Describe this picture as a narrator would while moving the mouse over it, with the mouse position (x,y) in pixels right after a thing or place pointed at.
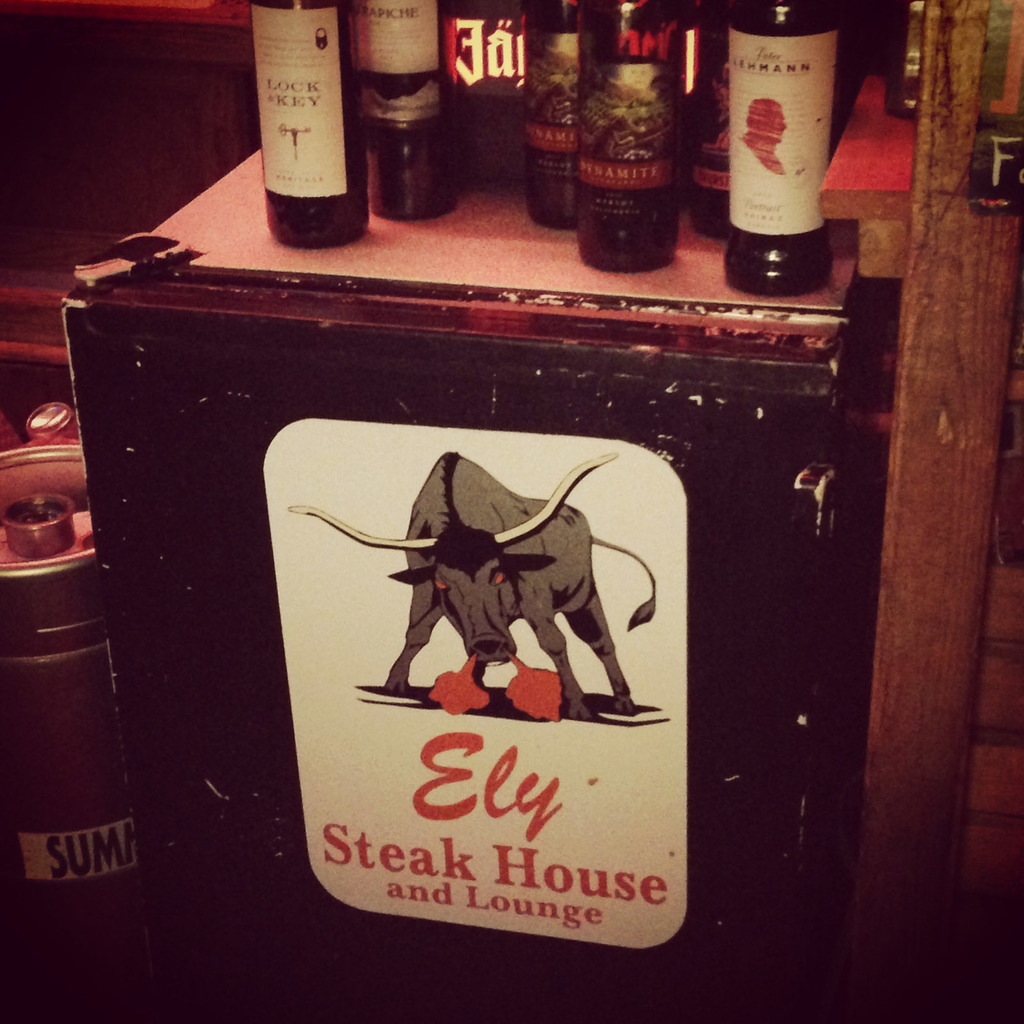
In this image I see the bottles (633,53) on which there are stickers (626,69) on it and they're on the red surface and I see a picture (474,601) of a bull (431,566) and I see few words (456,750) written over here and I see few things (111,754) over here and I see the wooden thing (960,408) and it is dark over here and here.
